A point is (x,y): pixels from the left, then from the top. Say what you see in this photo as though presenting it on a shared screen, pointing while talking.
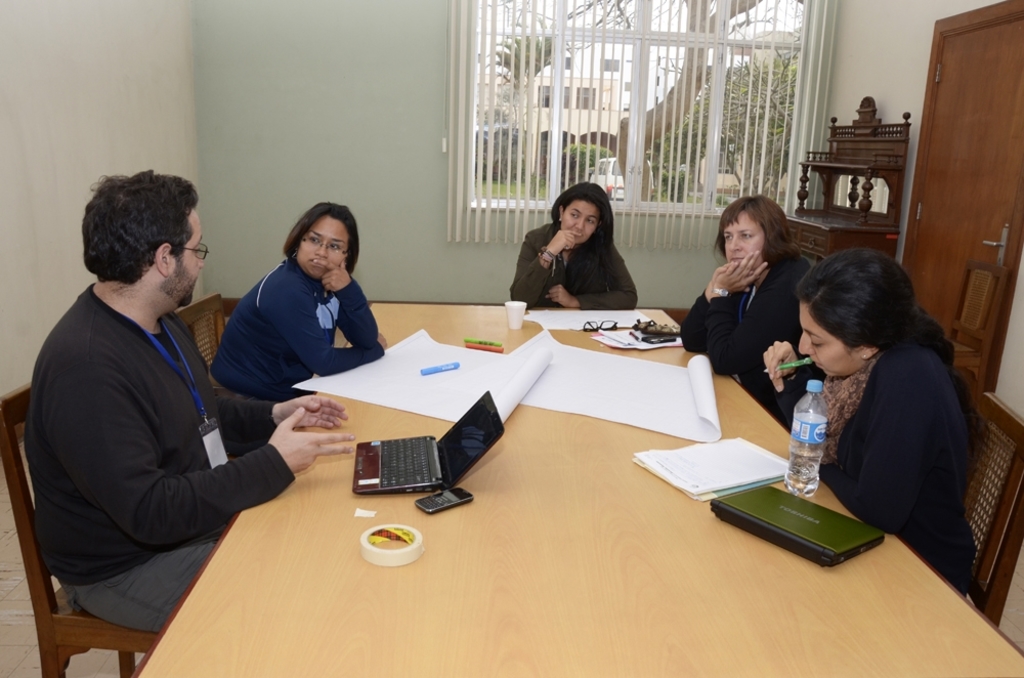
Here we see group of people (967,445) talking to each other and we see a table (190,640) on the table (571,343) we see white sheets (506,411), laptop (809,544) and water bottle (805,468).
